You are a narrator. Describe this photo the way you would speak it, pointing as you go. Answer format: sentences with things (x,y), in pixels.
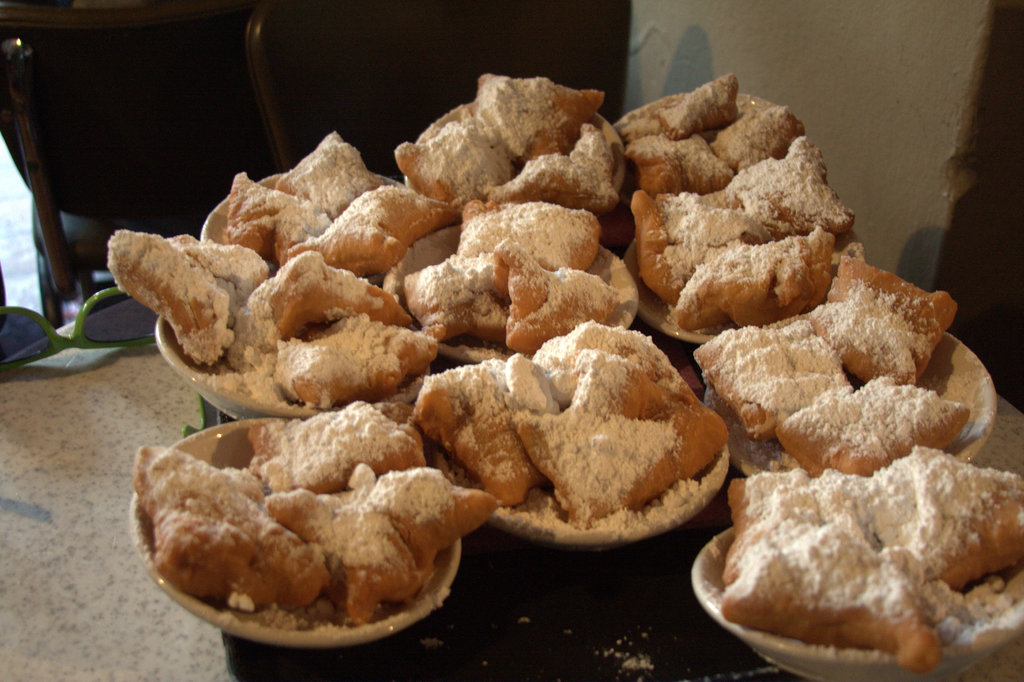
In this image I can see few food items (719,416) in the bowls (732,419) and the food items (616,404) are in brown and white color and the background (935,163) is in white and black color.
